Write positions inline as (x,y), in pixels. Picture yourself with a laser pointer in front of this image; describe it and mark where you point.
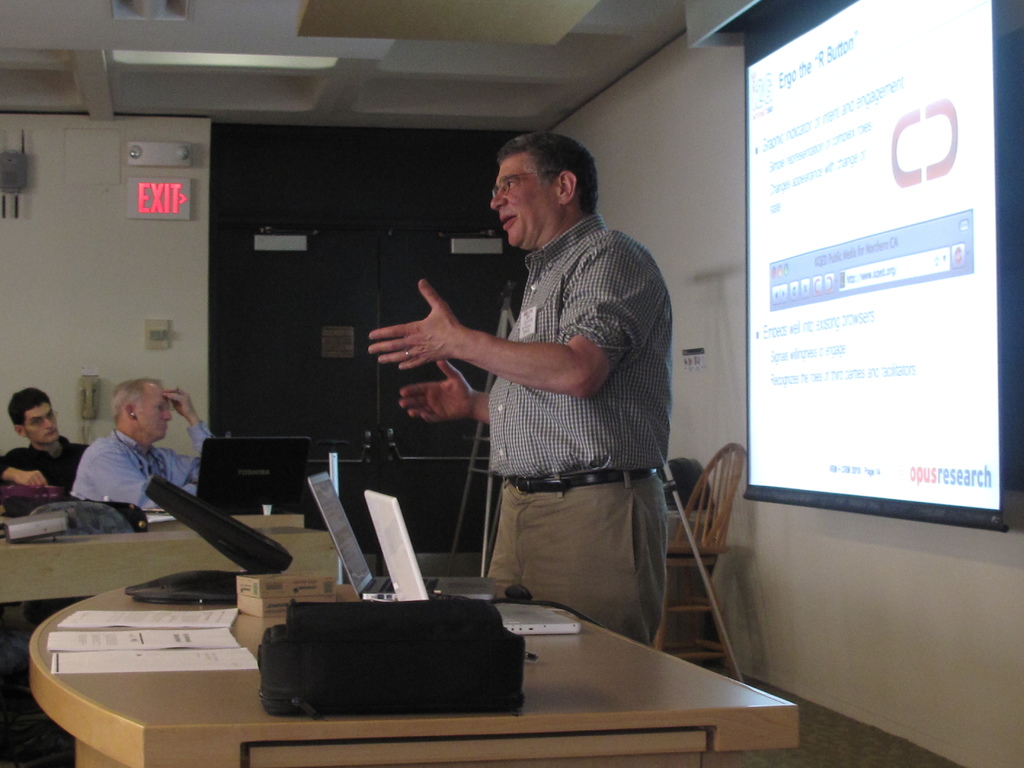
This is a picture taken in a room (139,452), there are a two people (109,462) sitting on a chair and a man (531,470) is standing on the floor (839,734) in front of the people (569,480) there is a table (574,670) on the table (551,669) there are laptop (354,555), paper (231,613) and a bag (374,651). Background of this people (586,403) there is a projector screen (801,386), wall (800,563) and there is a sign board (150,205) and a door (282,304) which is in black color.
